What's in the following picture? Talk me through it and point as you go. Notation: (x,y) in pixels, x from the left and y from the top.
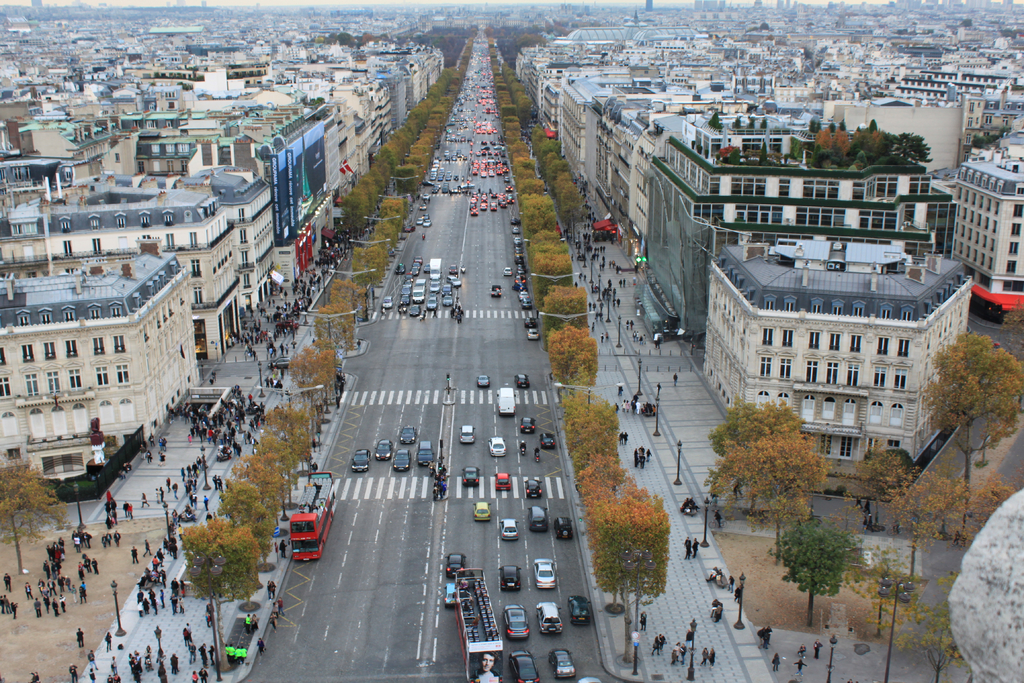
In this image there are vehicles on the road (381,674). There are people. There are trees (268,512), buildings (674,326) and light poles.
